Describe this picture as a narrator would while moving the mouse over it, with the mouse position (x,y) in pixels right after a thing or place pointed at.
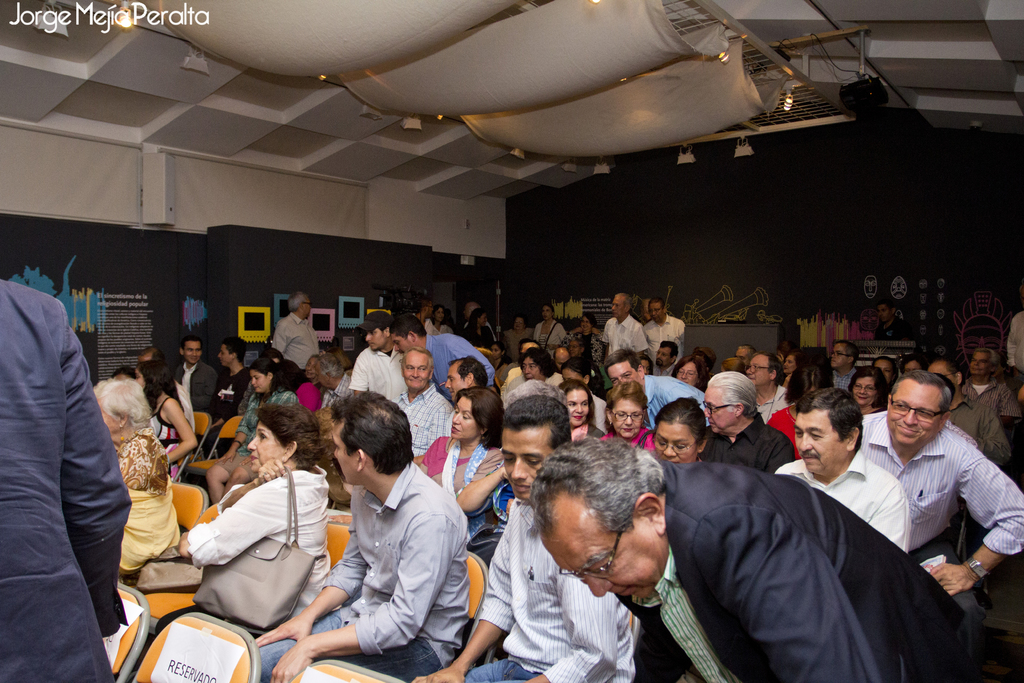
In this image I can see number of people (453,418) where few are standing and rest all are sitting on chairs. On the top side of the image (562,97) I can see number of lights (125,20), few clothes (621,100) and a black colour thing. In the background (478,275) I can see black colour wall (268,256) and on it I can see paintings (65,301) and I can also see something is written on the wall (186,307). On the top left side of this image (193,7) I can see a watermark (20,12) and on the bottom left side (110,648) I can see few papers (170,677) and on it I can see something is written.
